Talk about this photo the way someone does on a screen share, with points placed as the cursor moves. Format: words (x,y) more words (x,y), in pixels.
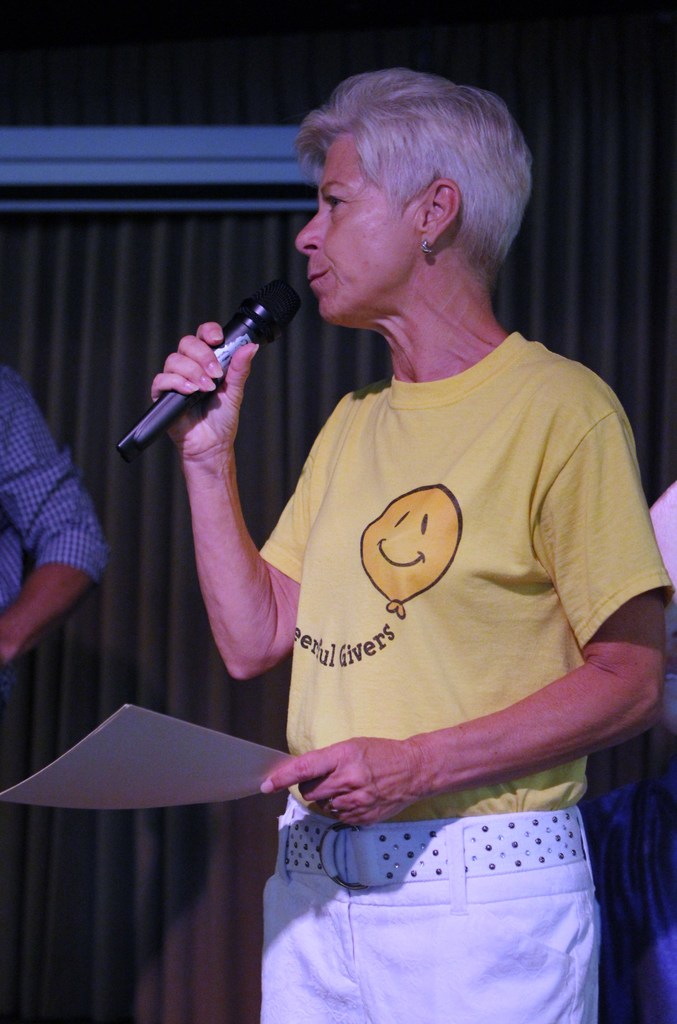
In this image in front (230,514) there is a person (256,351) holding the mike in one hand (222,433) and paper (191,740) in another hand (370,771). Beside her there are two other people (22,424). In the background of the image (21,150) there is an AC (181,173). There are curtains (277,46).
